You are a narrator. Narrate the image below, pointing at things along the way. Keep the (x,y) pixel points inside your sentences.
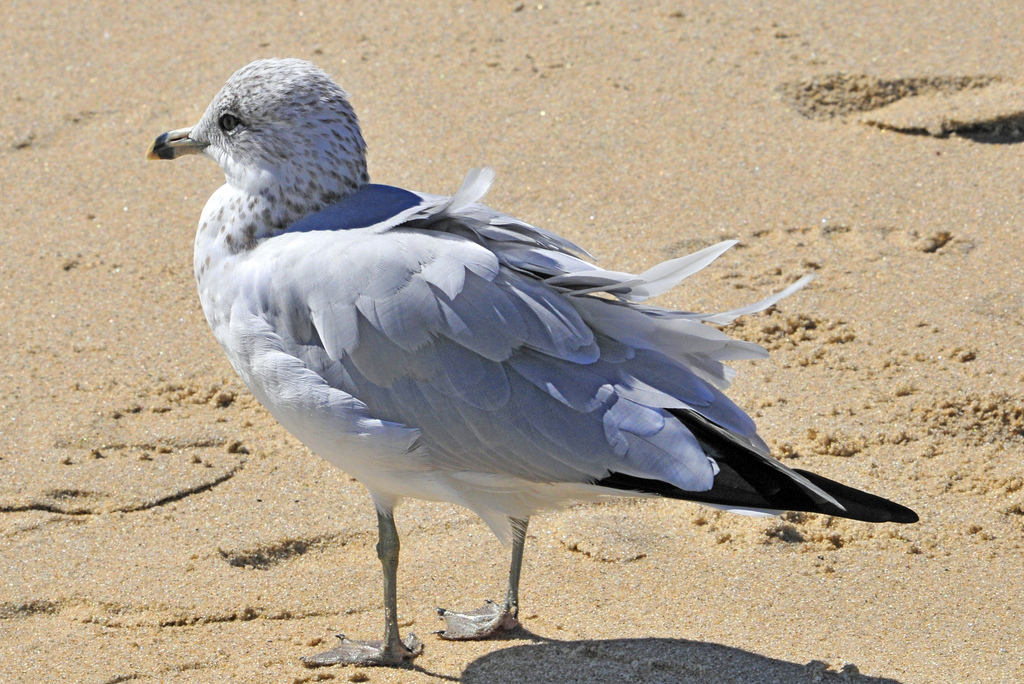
In the image there is a bird (431,393) standing on the beach (44,135).
